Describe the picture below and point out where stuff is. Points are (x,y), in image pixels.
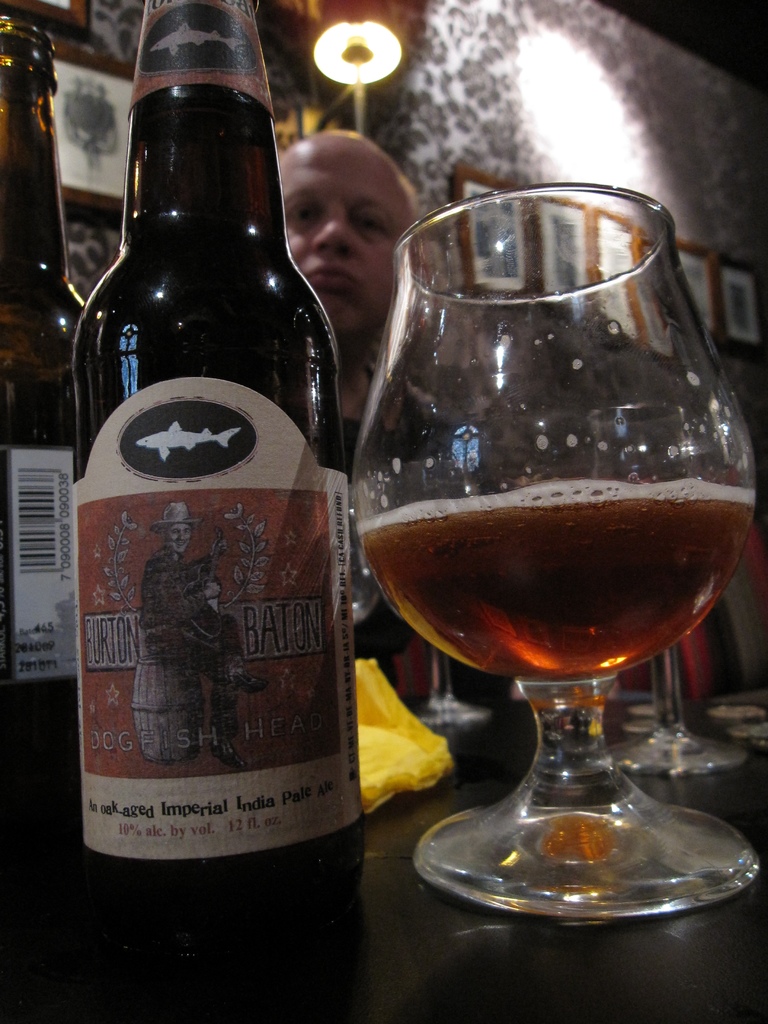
On this table (411,1004) there is a glass (598,588) with liquid (536,550) and bottles (207,523). On top (337,64) there is a light (350,64). Beside this table (461,991) a person (355,416) is sitting. On wall (758,294) there are different type of pictures (93,162).
